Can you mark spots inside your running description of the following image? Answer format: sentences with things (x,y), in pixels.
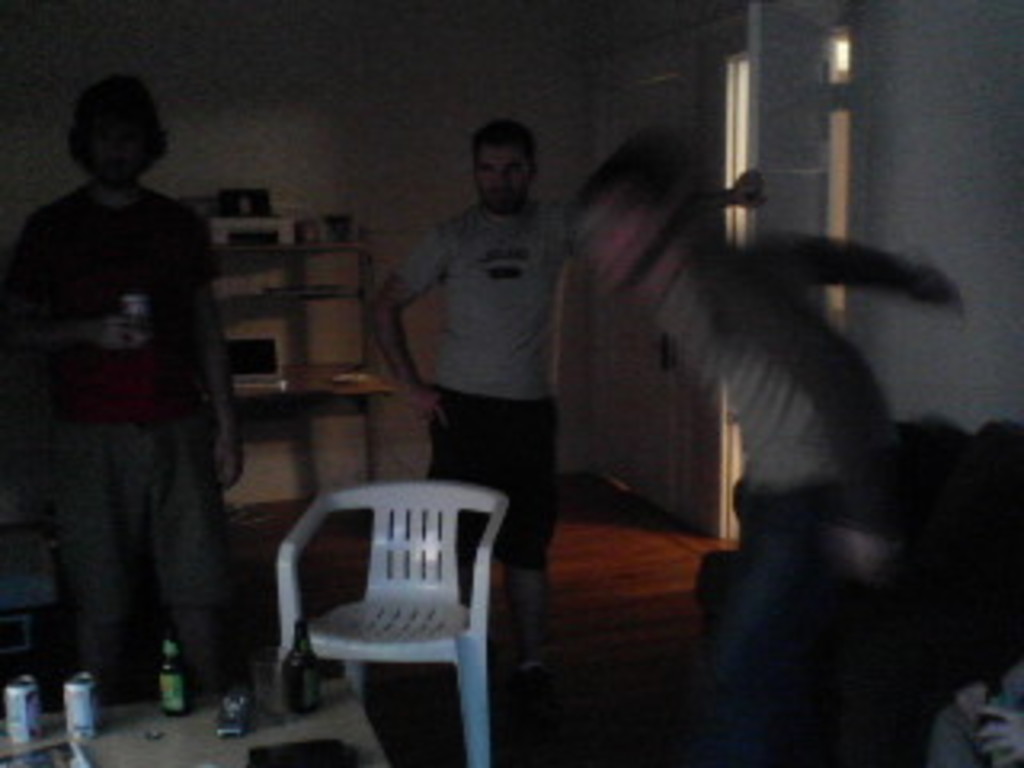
This is the blurred picture of a room (574,218) where we have three people (453,308) standing in front of the table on which there are some tins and bottles (296,659) there is a chair (383,644) and a desk (236,289) in the room (284,308).
